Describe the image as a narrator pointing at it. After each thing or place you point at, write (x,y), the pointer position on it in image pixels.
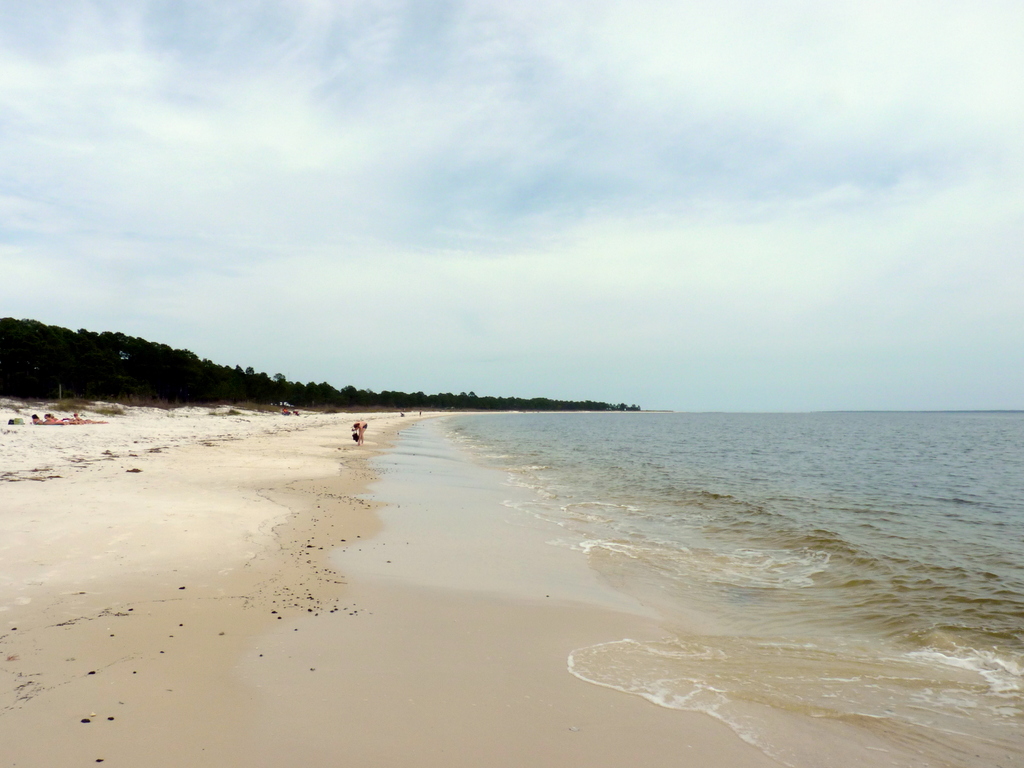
In this image, we can see a sea shore (278,569) and water (709,513). Background (742,395) we can see trees (114,391), few people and sky (438,151).
